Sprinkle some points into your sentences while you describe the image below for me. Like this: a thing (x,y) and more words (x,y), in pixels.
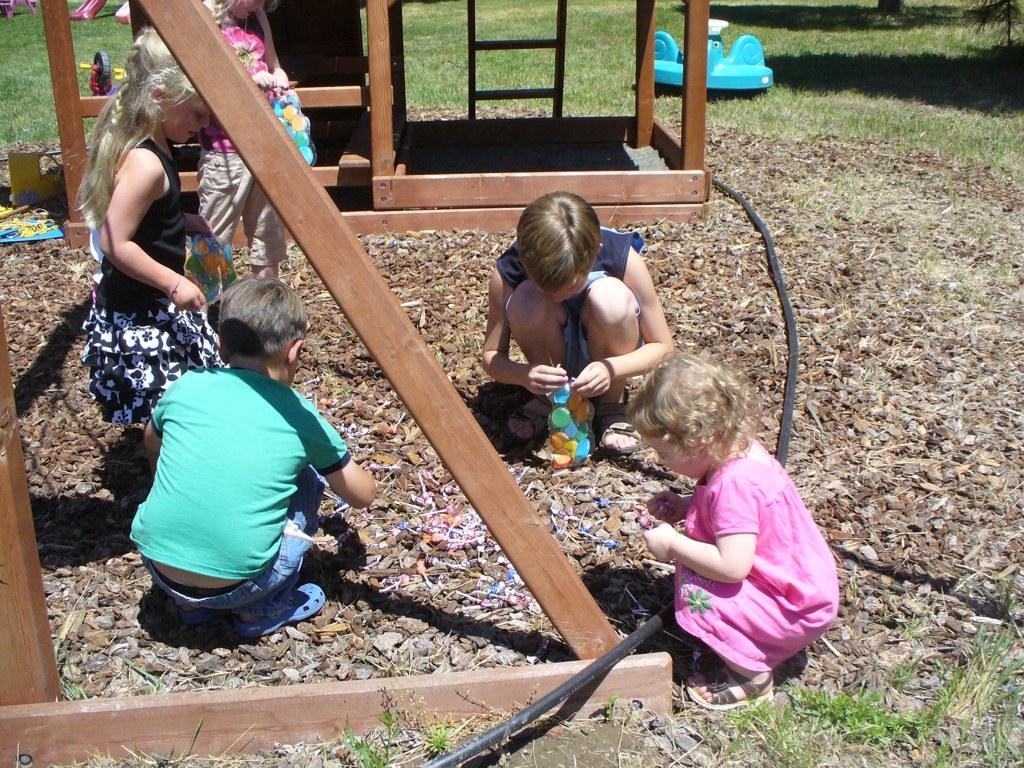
Here we can see children (591,326). This land (605,581) is covered with wood chips (801,354). These kids (574,370) are holding objects (576,432). Above this grass (788,90) there is a toy (754,65). These are rods (382,331).
